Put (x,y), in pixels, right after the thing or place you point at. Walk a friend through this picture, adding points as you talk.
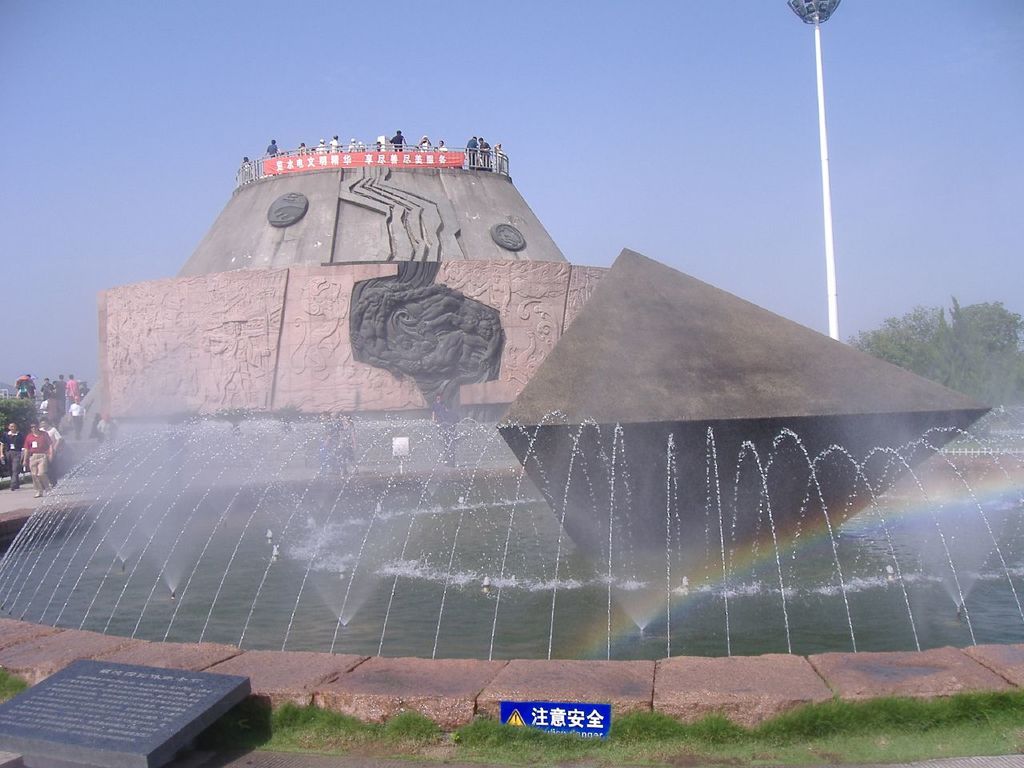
In this image I can see the fountain (477,560), memorial (65,728) and the board (517,716). To the left (44,461) I can see the group of people (49,458) with different color dresses (7,445). To the side of these people (52,446) I can see the rock structure (341,288) and I can see few people (337,145) are standing on the top of the structure (354,183). In the background (775,215) I can see the pole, many trees (959,353) and the sky (518,52).
